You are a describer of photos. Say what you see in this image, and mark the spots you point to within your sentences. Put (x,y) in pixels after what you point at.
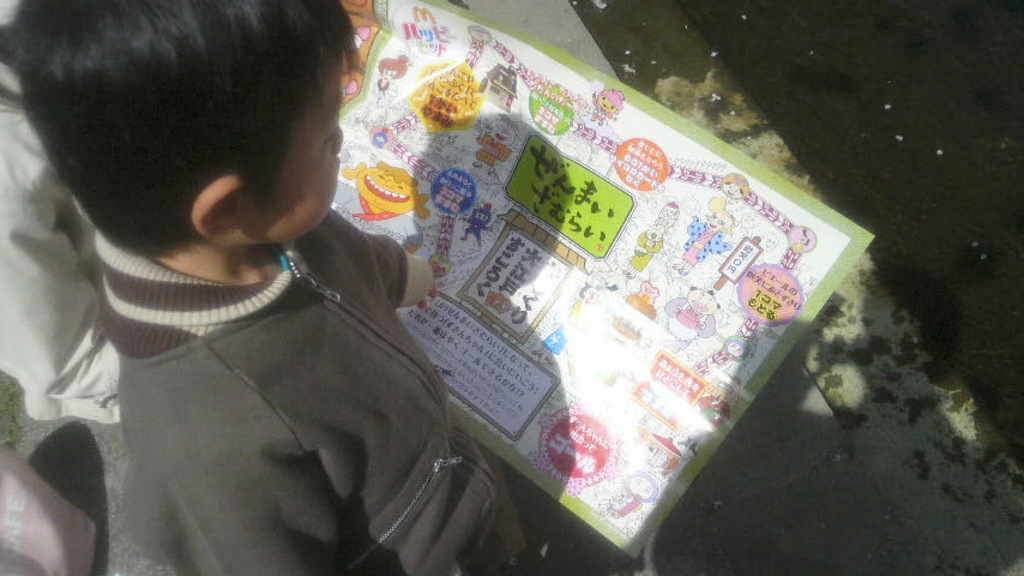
In the foreground of the image (398,429) there is a boy (384,414) wearing a jacket (294,361). There is a paper (549,453) in the center of the image (514,226) with some text (556,161). To the right side of the image (842,137) there is water (911,111).
